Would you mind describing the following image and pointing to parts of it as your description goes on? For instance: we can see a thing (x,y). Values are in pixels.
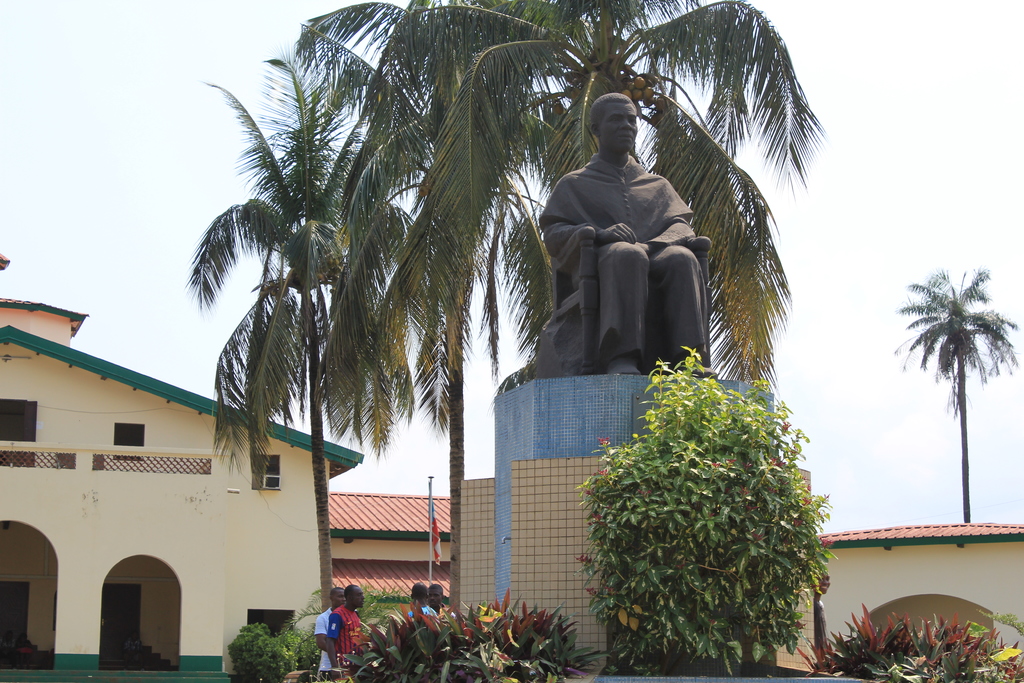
In this image I can see the plants (603,453) and the statue (577,294) of the person (623,310) sitting on the chair (562,301). I can see the group of people (324,624) with different color dresses (335,618). In the background (140,610) I can see the pole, houses (377,574), trees (456,596) and the sky (84,101).
